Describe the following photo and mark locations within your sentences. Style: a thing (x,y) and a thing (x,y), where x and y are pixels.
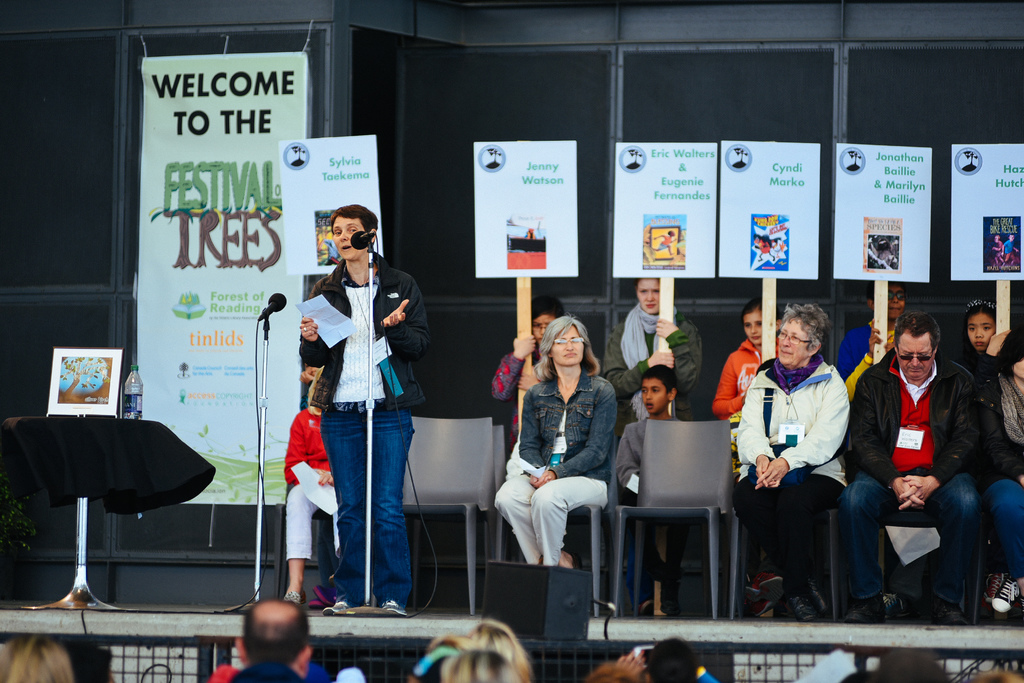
In this picture we can see a group of people (888,485) where some are sitting on chairs (668,431) and some are standing and holding banners (558,219) with their hands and a woman (344,443) holding a paper (335,335) with her hand (308,324) and talking on mic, bottle (132,407), table (159,446) and in the background (733,118) we can see wall (660,118).
